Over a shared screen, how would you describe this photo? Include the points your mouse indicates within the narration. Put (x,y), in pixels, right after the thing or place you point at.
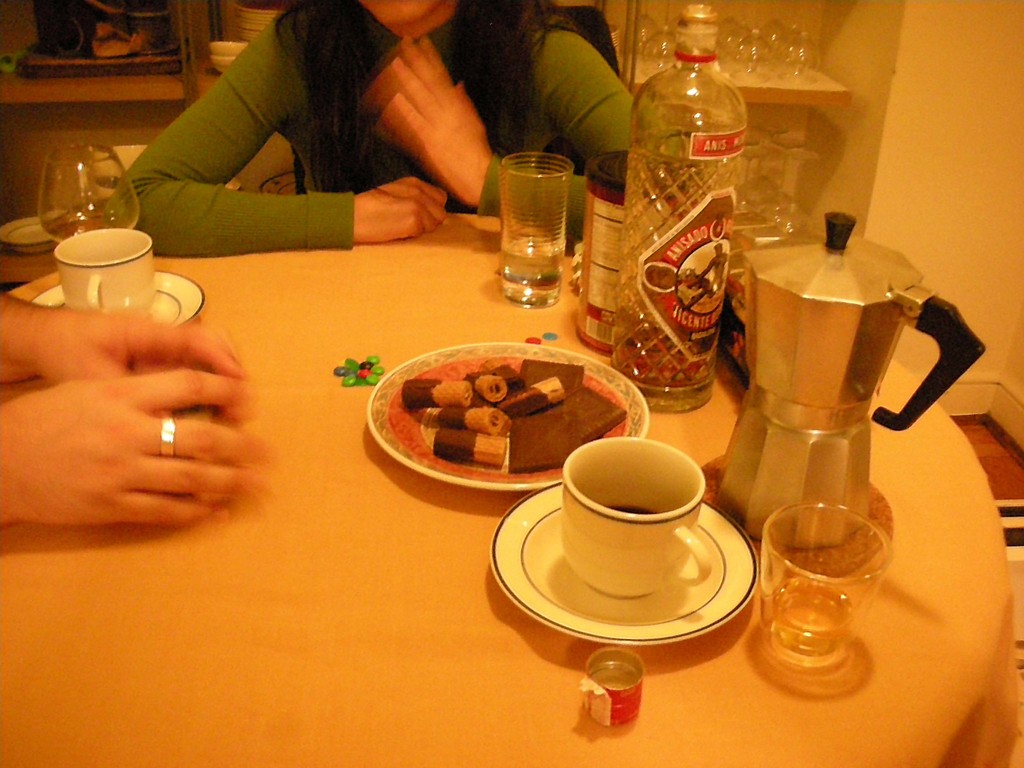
In this picture there is a woman (296,104) sitting in the chairs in front of a table (310,563) on which some food items (476,426) were placed in the plates (389,410), cups (579,523), saucers (553,540), glasses (819,604) and bottles (624,218) were placed. In the background (822,157) there is a wall (923,143) and a shelf (152,48).
